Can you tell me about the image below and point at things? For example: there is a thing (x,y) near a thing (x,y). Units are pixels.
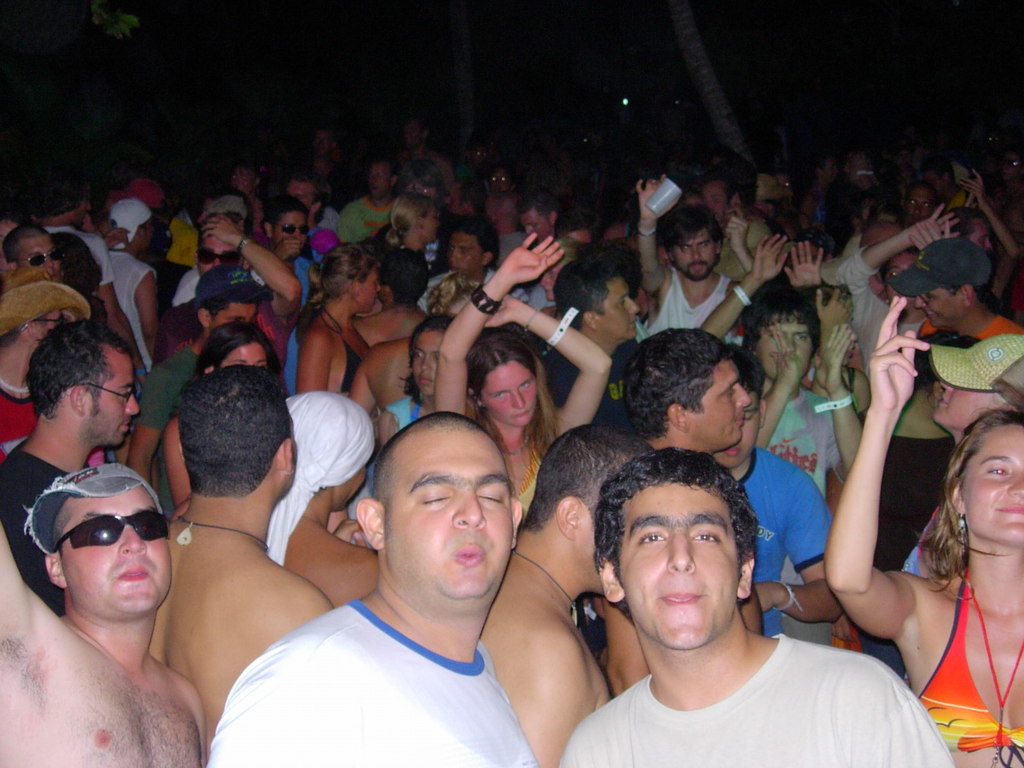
In this image there are group of people (602,458) who are celebrating by raising their hands (507,281).
